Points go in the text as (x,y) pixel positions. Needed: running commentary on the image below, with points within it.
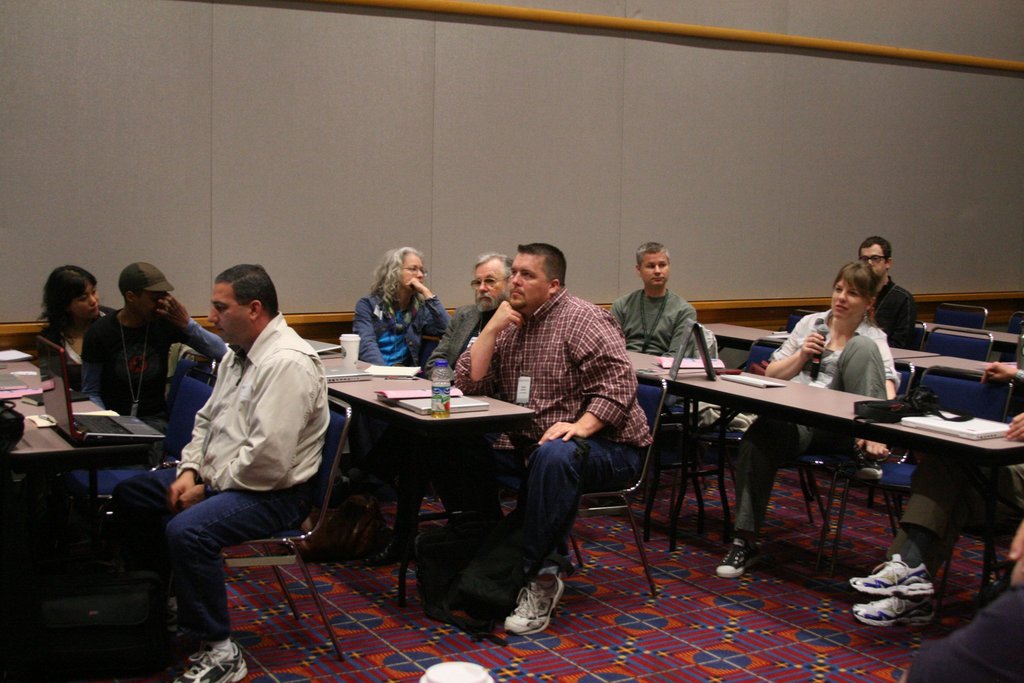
In this picture there are a group of people (556,308) sitting and there is a microphone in this woman's hand (803,361) and on the floor (682,628) there is a carpet (675,630).
